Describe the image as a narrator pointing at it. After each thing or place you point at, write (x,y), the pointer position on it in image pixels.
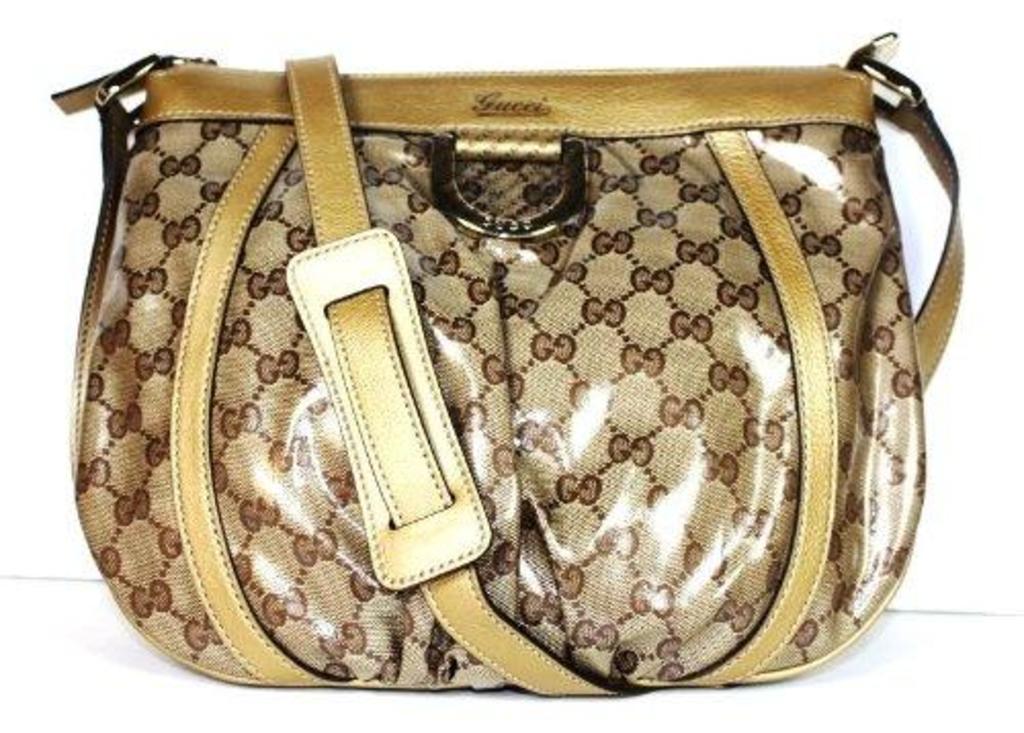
In this image there is a gold and brown color leather handbag (500,364) with a holder (392,243).
